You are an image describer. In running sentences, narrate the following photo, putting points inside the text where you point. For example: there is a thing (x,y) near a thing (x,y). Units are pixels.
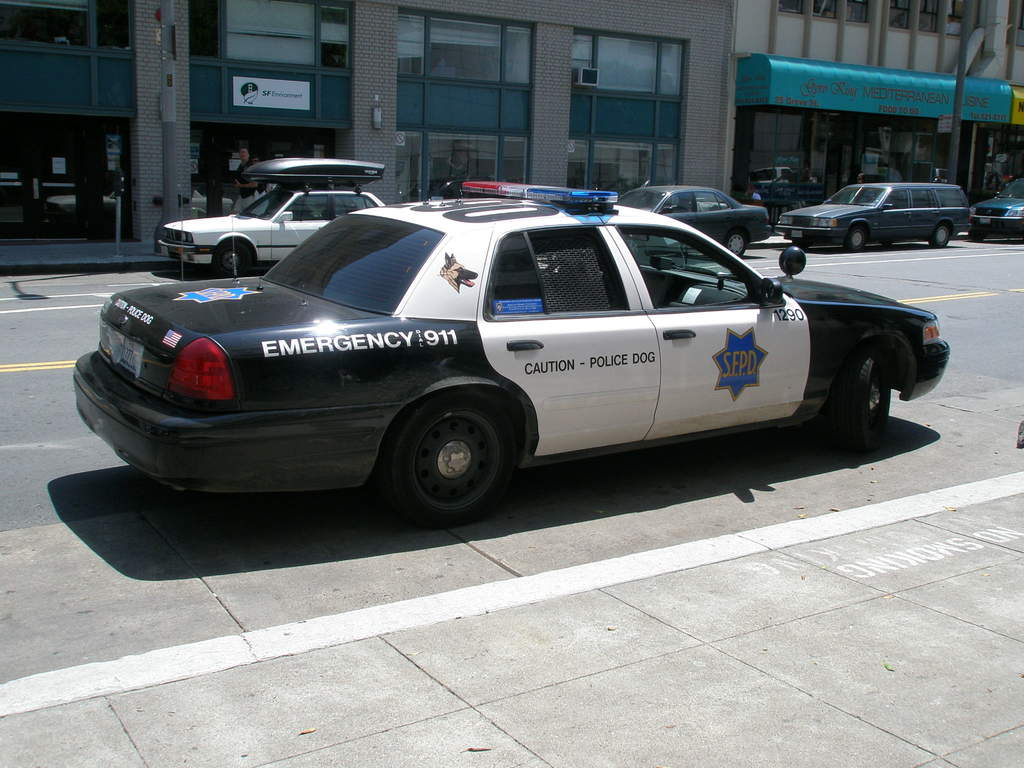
In the center of the image (634,354), we can see vehicles (358,222) on the road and in the background (473,103), there are buildings (634,122) and poles (176,203).
